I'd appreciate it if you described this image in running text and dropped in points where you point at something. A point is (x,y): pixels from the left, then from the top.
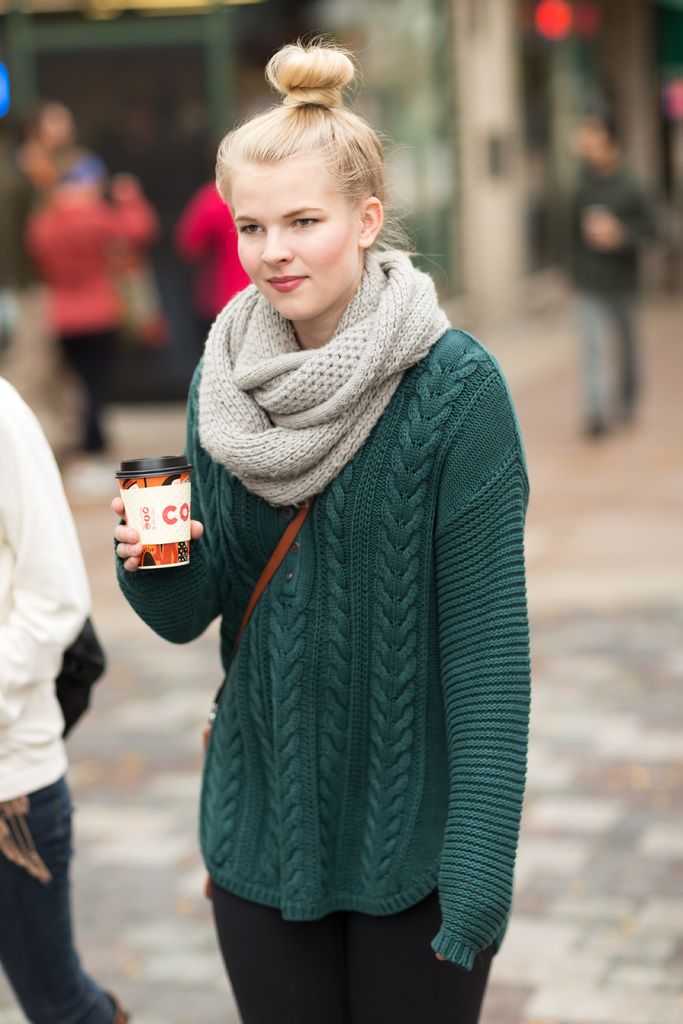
In this image there is a lady (384,693) standing on a pavement (555,717), holding a cup (167,495) in her hand (195,529), in the background (51,326) there people (584,248) walking and it is blurred.
